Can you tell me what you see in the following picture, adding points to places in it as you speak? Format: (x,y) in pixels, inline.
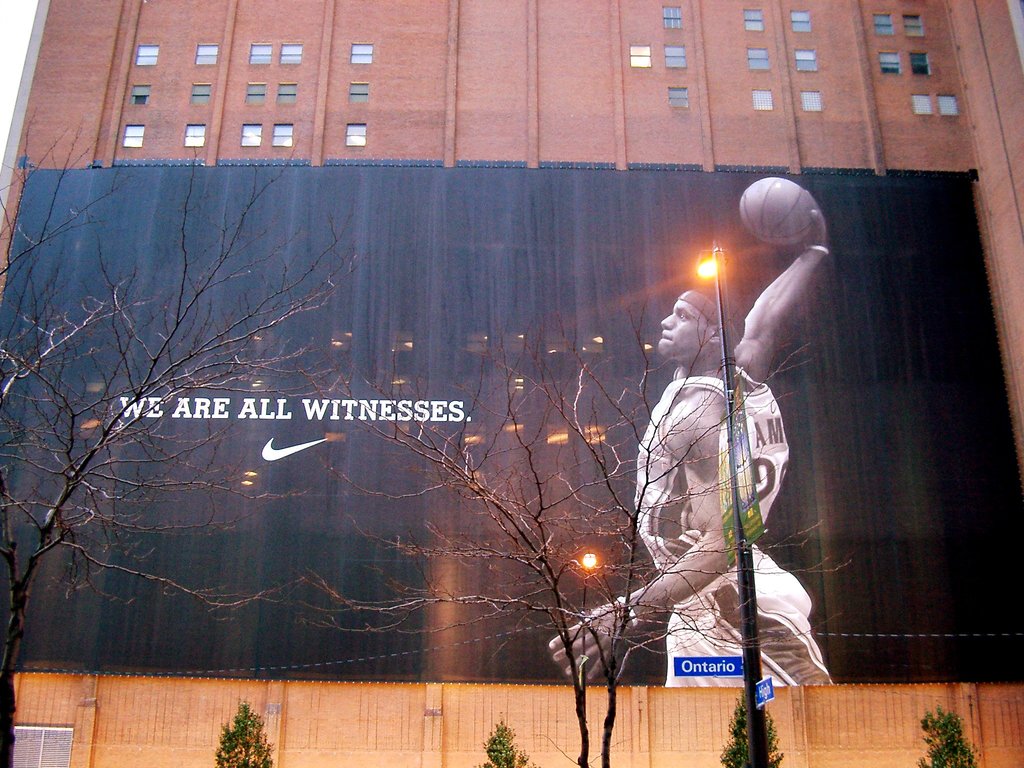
In the image there is a building (475,95) and in front of the building (489,120) there is a poster (517,399), on that poster (532,494) there is a picture (689,431) of a person (682,450) throwing a ball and there are few trees (6,389) in front of the building (68,691).
